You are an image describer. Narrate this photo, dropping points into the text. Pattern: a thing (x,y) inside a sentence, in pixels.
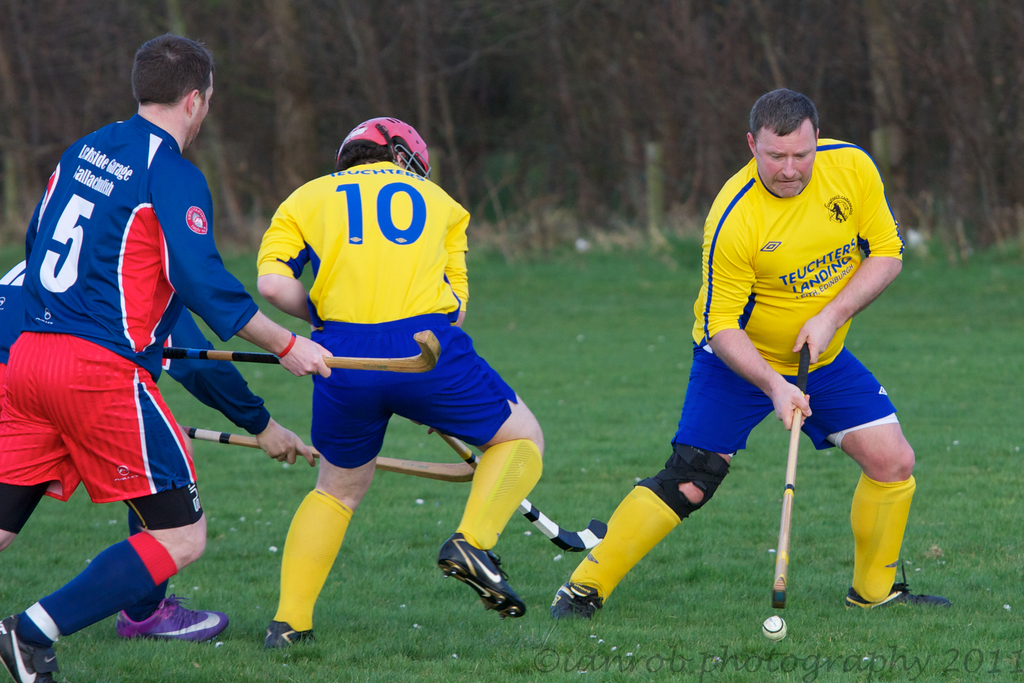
In the image we can see there are men (71,351) standing and holding hockey sticks (520,512) in their hand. There is ball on the ground (685,620) and the ground (518,572) is covered with grass (285,503).
